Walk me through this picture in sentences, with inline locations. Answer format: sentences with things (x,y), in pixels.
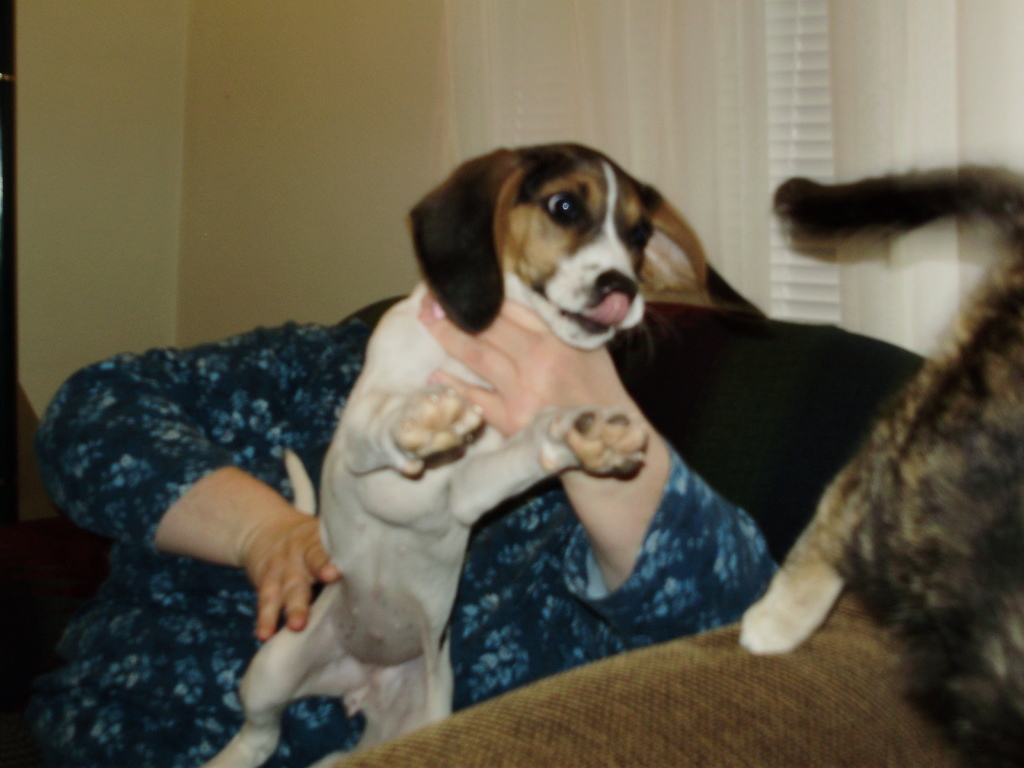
In the image we can see a person (154,474) sitting, wearing clothes (258,433) and the person (284,426) is holding a dog (440,498) in the hands (290,621). There is even a cat (873,485), on the right side of the image (946,398). Here we can see curtains (578,104), wall (231,109) and the sofa (714,666).
